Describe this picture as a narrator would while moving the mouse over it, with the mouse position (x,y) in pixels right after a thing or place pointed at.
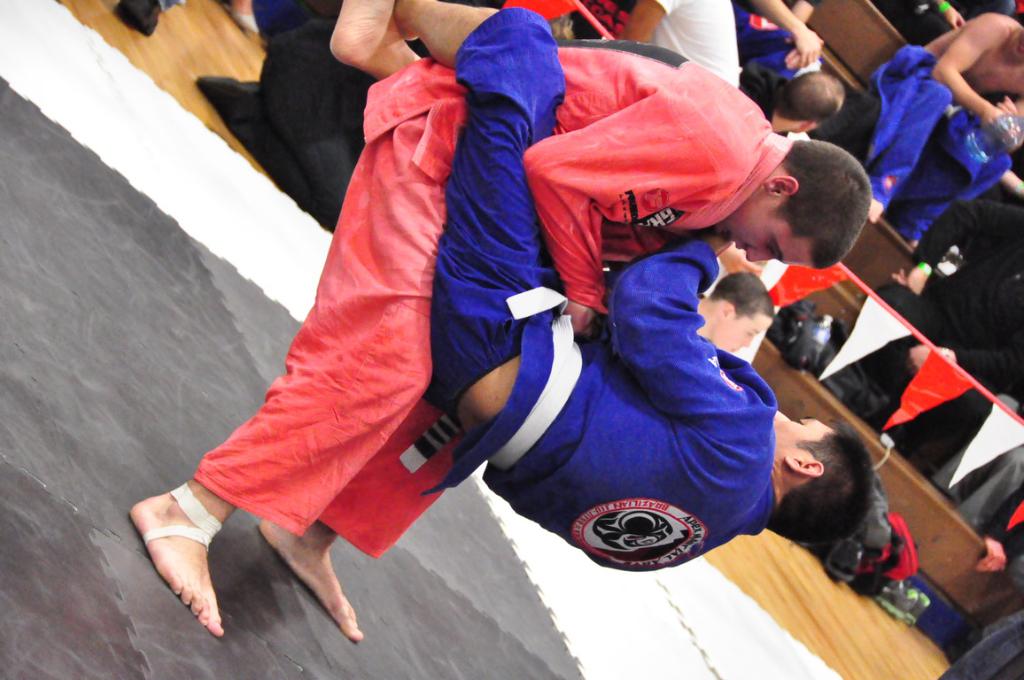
Here is a man (372,373) lifting a person (599,440). This looks like a paper banner (863,317). I can see few people (988,122) sitting on the wooden stairs (872,56). This looks like a bag (877,586), which is placed on the floor (812,624).
